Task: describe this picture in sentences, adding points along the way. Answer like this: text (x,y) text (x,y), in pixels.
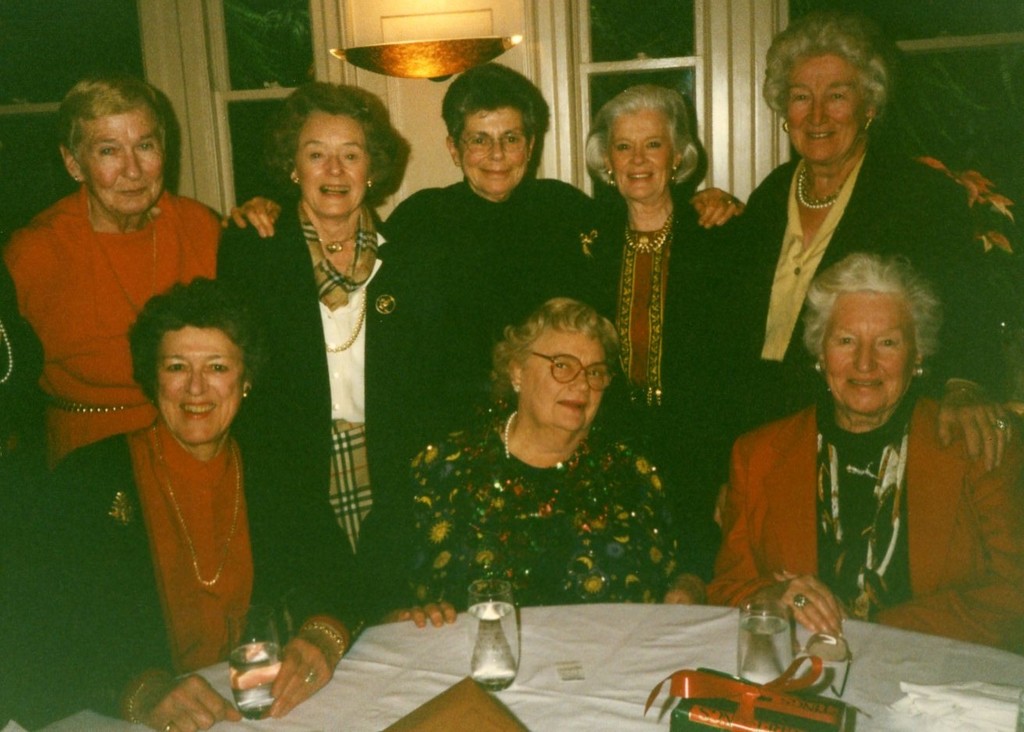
In this image we can see three people (589,517) sitting in front of the dining table (690,640) which is covered with the cloth (631,666). On the table (938,663) we can see the glasses (501,637) of water (785,653). We can also see the tissues (954,705). In the background (334,245) we can see the people (554,209) standing and smiling. We can also see the windows (306,55) and also the light (430,56).
